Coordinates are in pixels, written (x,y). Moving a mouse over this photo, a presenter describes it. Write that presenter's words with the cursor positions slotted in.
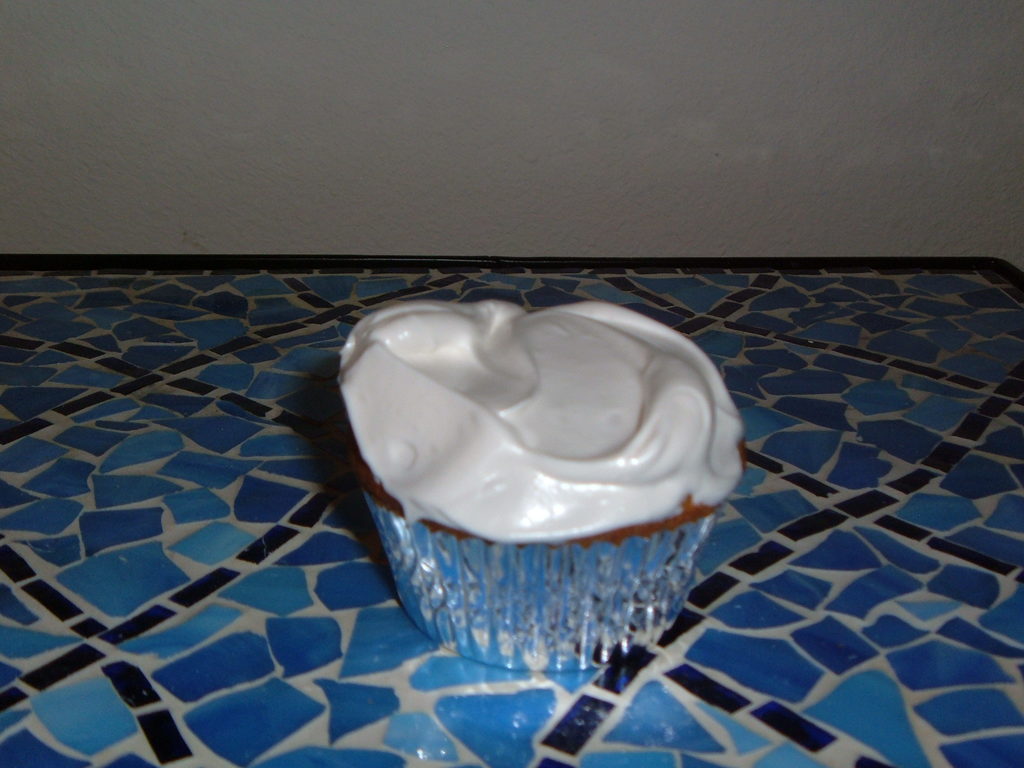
There is an edible (532,542) placed on a blue surface (543,679).
